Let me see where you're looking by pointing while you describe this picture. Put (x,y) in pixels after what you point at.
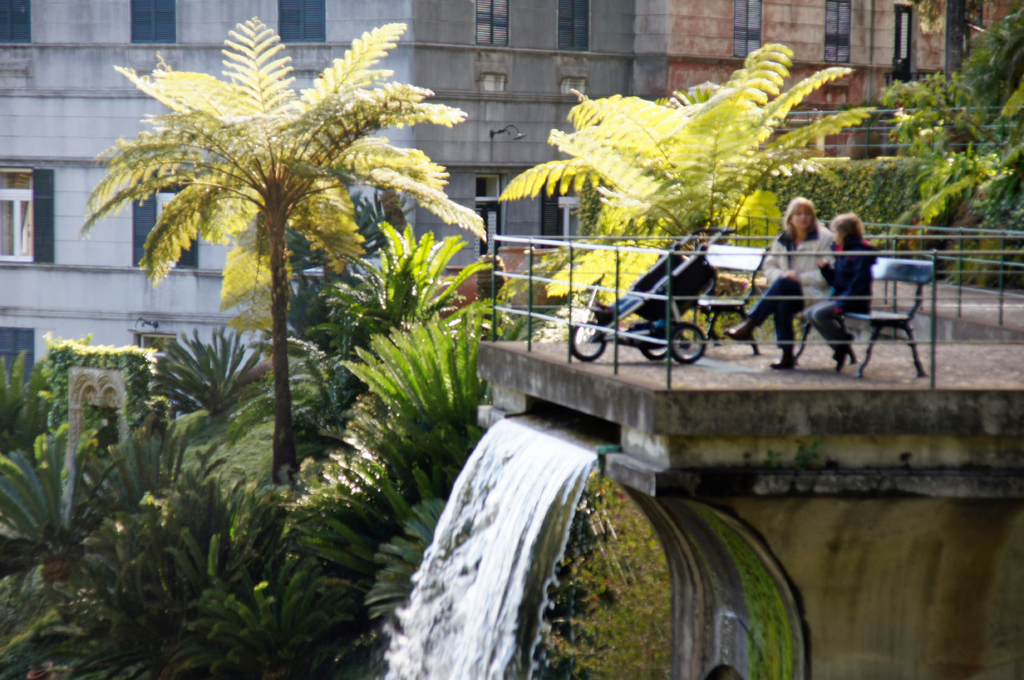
In this image we can see a stroller (688,352), bench (915,343) and two persons (837,295) are sitting on a bench (907,317), fence (850,297) on the platform (658,479) and we can see water (535,447) coming out through that platform (505,392). In the background (186,343) there are trees (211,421), plants (182,498), buildings (6,267), windows (159,207), light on the wall (98,298).
